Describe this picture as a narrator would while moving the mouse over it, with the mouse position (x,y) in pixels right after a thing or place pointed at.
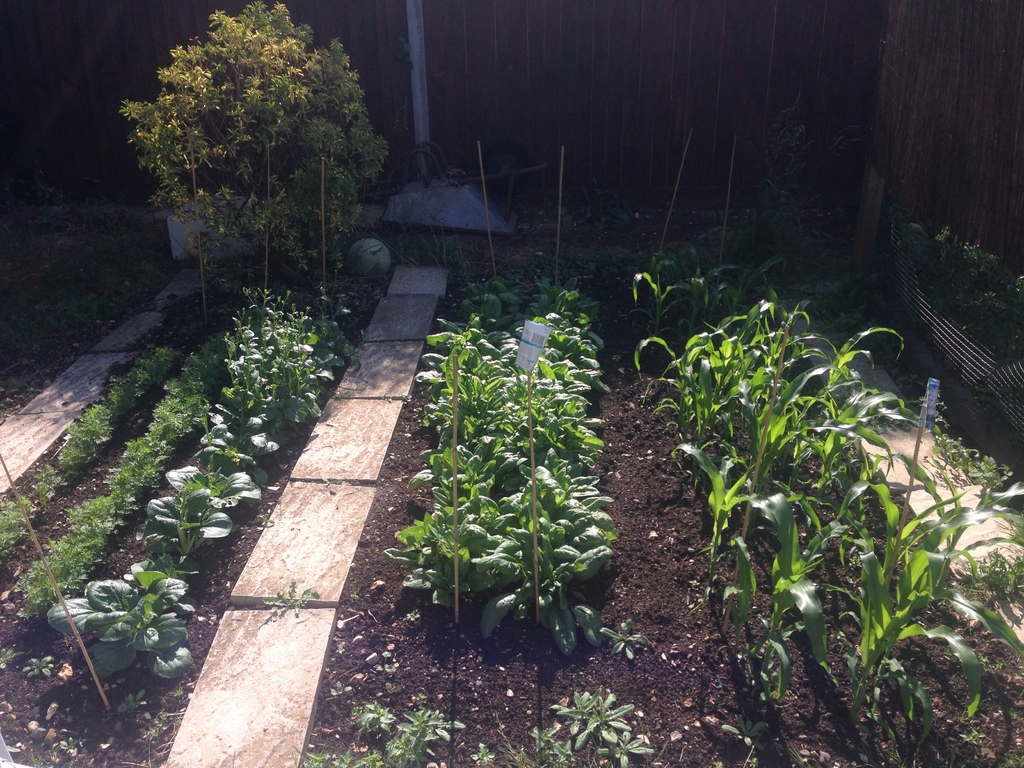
In this image we can see different types of plants (178,591) planted in rows, trees (359,172) and wall (391,57).
